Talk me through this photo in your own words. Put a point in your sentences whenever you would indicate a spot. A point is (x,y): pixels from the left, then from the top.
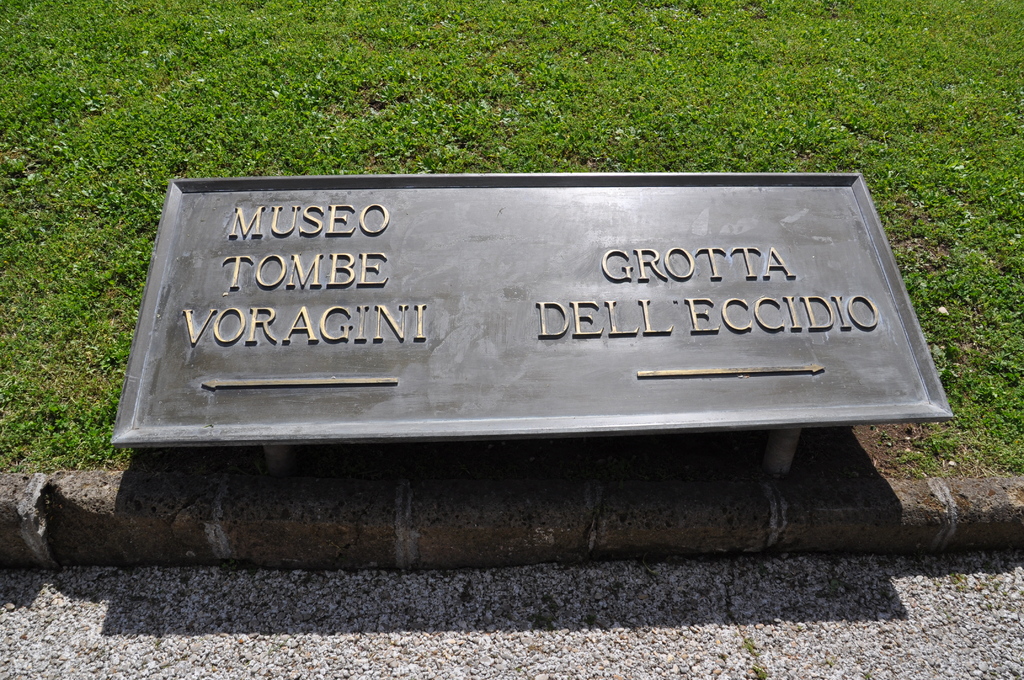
In this image, in the middle (634,307), we can see a black color board (629,390) with some text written on it. In the background (599,143), we can see a grass (783,110), at the bottom (459,662), we can see a land (471,582) with some stones (408,595) and a brick (337,552).
